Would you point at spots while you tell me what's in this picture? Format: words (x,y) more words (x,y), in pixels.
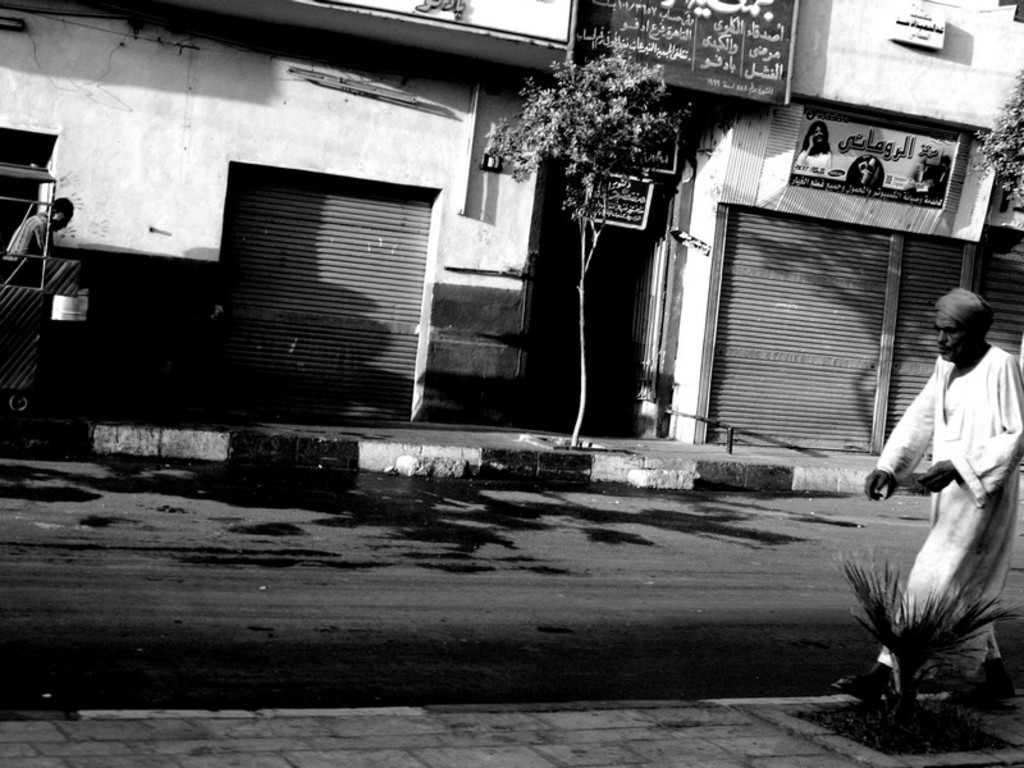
This is a black and white image, where there are two persons (953,661) standing, there is road (857,504), there are shops (878,339), name boards (892,147), shutters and there are trees (1018,172).
